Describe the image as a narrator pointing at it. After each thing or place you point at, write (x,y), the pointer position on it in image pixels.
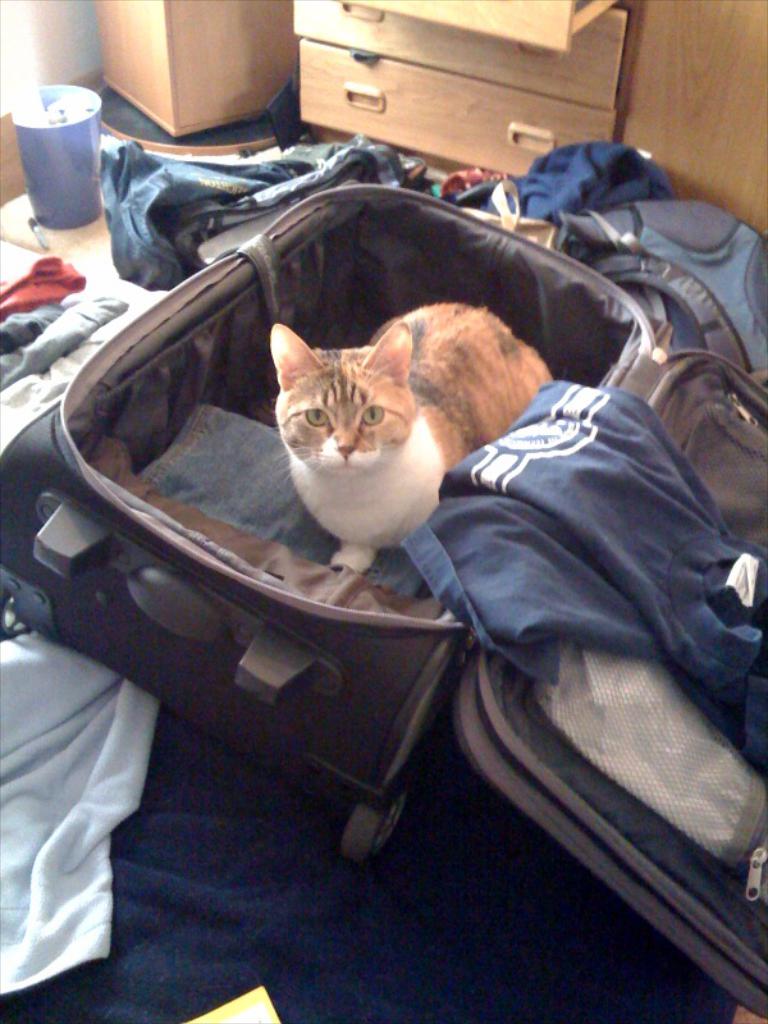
In this image I see a cat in a suitcase (743,900) and there are clothes (139,145) around the suitcase (741,763) and I see a drawer (498,166) over here.
